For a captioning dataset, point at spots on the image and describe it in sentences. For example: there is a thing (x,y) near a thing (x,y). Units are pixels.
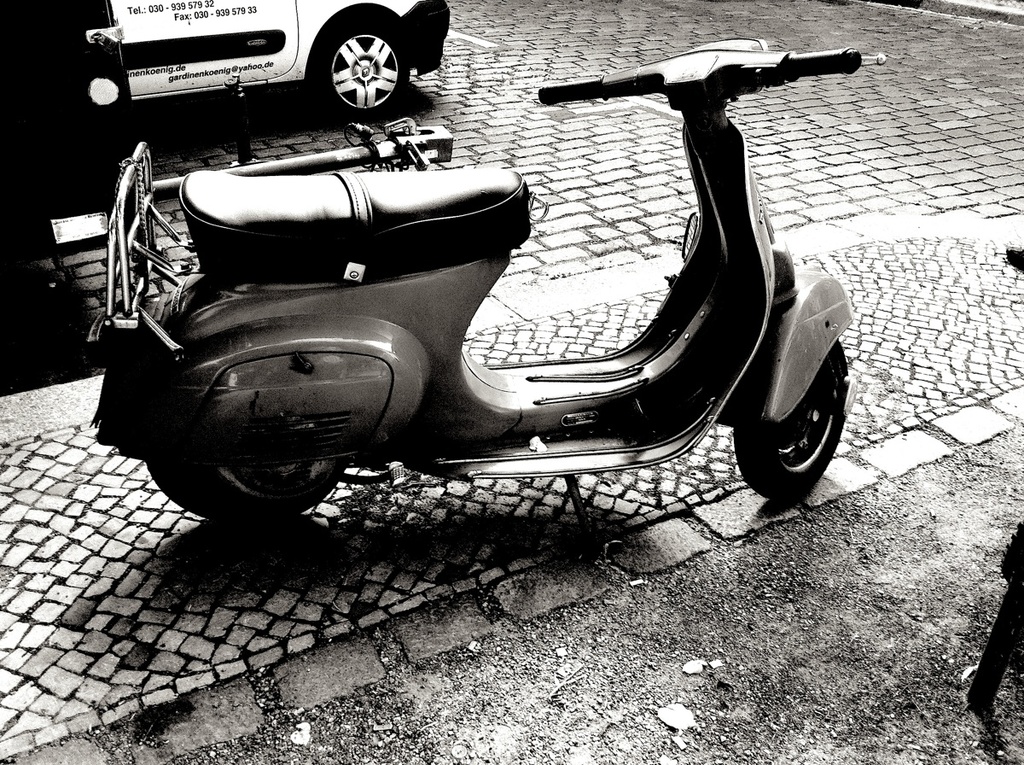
This is a black and white image, in this image there is a scooter (386,209) and a car (347,85) on a pavement (865,126).
